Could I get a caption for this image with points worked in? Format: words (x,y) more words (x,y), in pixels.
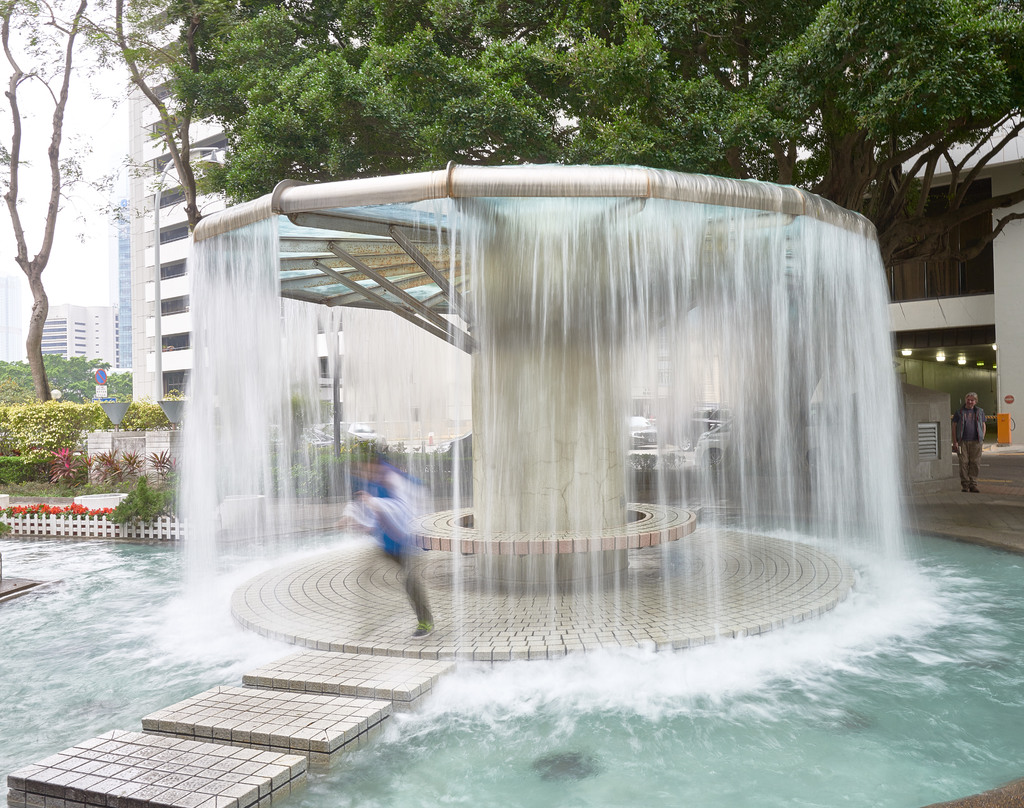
In front of the image there is a fountain (386,272) with concrete pillar (545,484), concrete platform (572,600) and metal rods (411,249), in the fountain (537,277) there is a person (404,483), in front of the person (418,572) there are concrete steps (268,736), around the fountain (369,624) there is water (382,774), behind the fountain (503,466) there is a fence (84,532), flowers (34,508) on plants (121,472), bushes (91,466), trees (494,127), sign boards (104,391), lamp posts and buildings (132,365), on the right side of the fountain (856,490) there is a person (984,429) standing, behind the person (977,449) there are lamps (942,359) on the roof (969,361).
